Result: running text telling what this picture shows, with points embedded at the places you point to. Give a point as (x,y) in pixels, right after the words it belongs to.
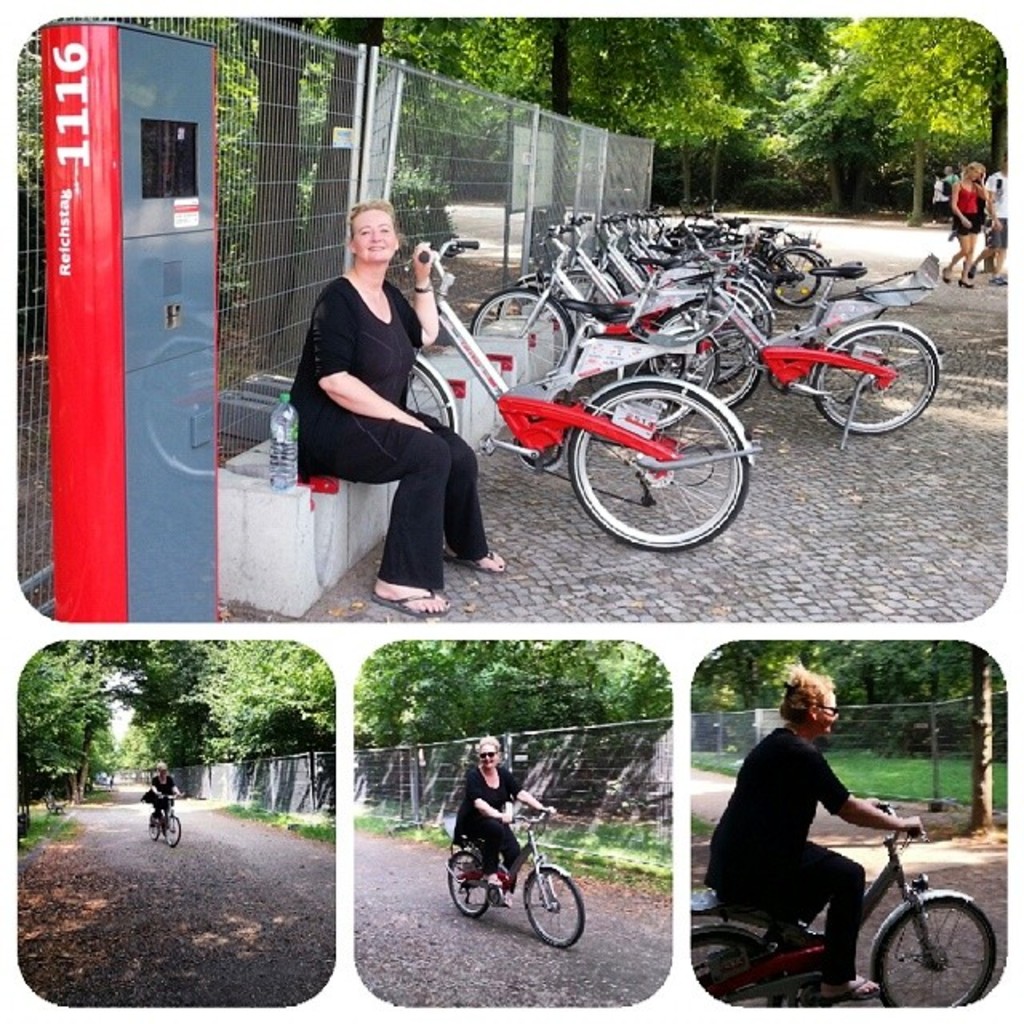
This image is clicked outside and edited in collage. In the image there is a woman (374,322) sitting and wearing a black dress (394,351). And she is also riding the bicycle (471,854). In the background (349,94), there are trees (696,139) and bicycles (676,306).
